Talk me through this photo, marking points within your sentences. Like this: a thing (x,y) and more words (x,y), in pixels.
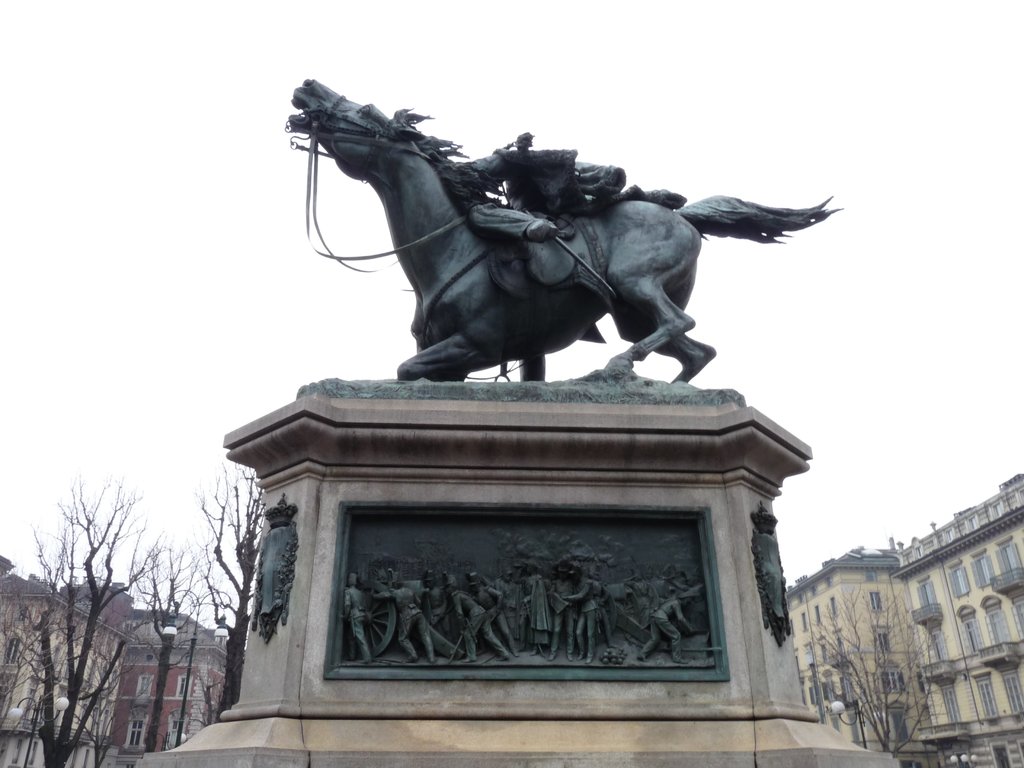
In this image I can see a statue (591,264) in black color. Back I can see few buildings (1006,568), windows (959,592), dry trees (160,631), light poles (173,632). The sky (178,320) is in white color.
